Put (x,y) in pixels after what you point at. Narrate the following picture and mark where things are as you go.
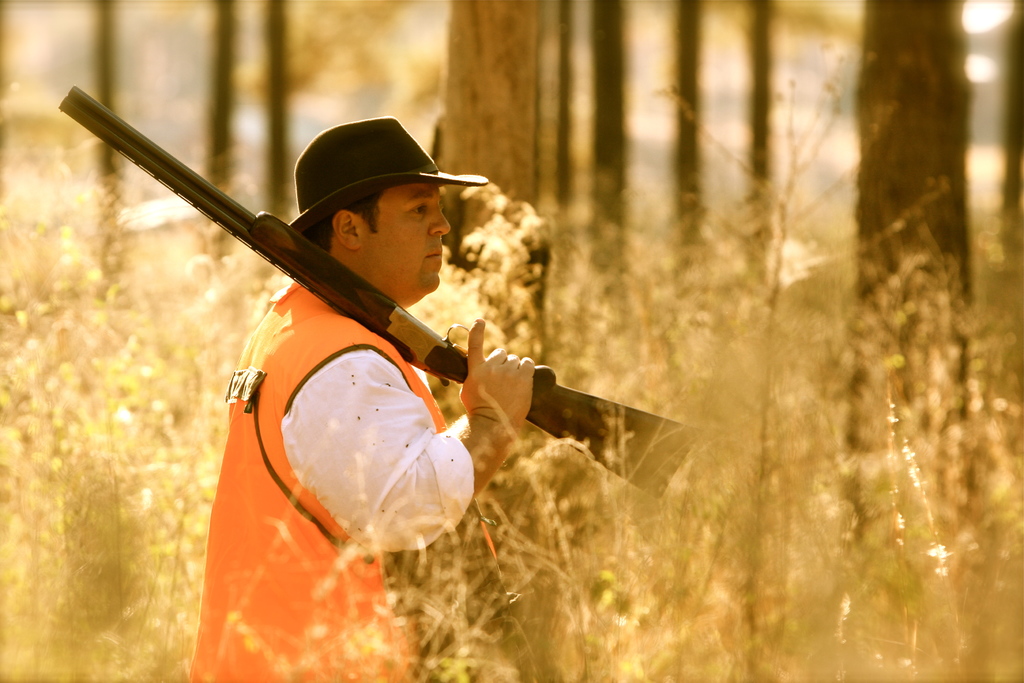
In this image there is a person (311,394) holding the gun (666,438). In front of him there are plants (683,289). In the background of the image (615,16) there are trees (768,69).
